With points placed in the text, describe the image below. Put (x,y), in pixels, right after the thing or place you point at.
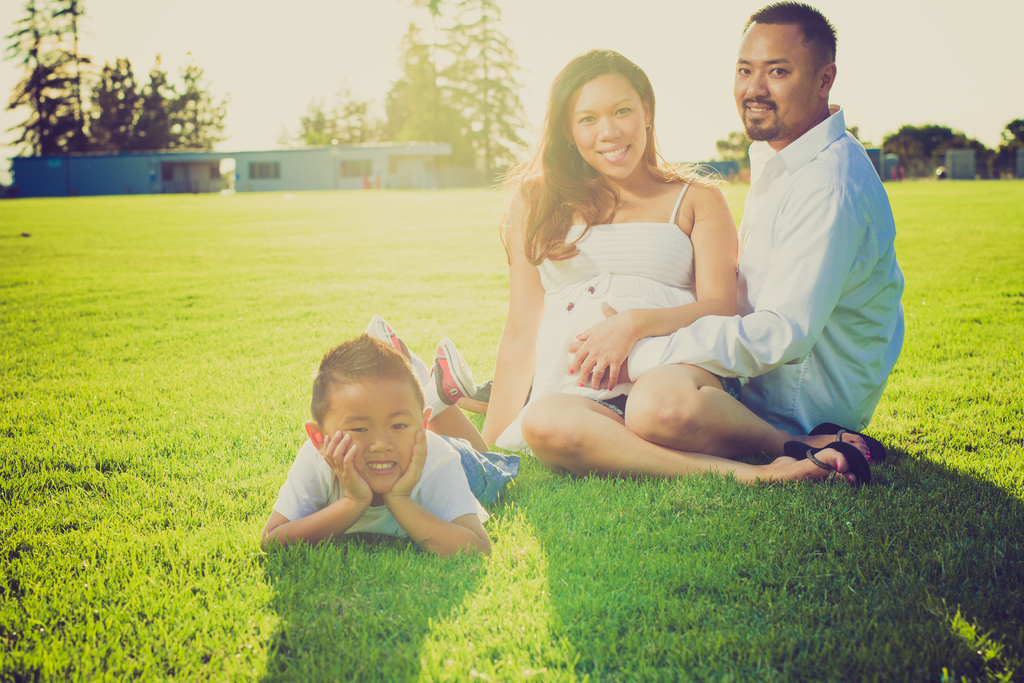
In this image there is a man (793,243) and a woman (718,230) sitting on the ground (720,515). Beside them there is a boy (435,481) lying on the ground (404,573). There is grass (629,536) on the ground (407,270). In the background (151,109) there are trees (366,115) and houses (338,159). At the top (363,28) there is the sky (515,29).
